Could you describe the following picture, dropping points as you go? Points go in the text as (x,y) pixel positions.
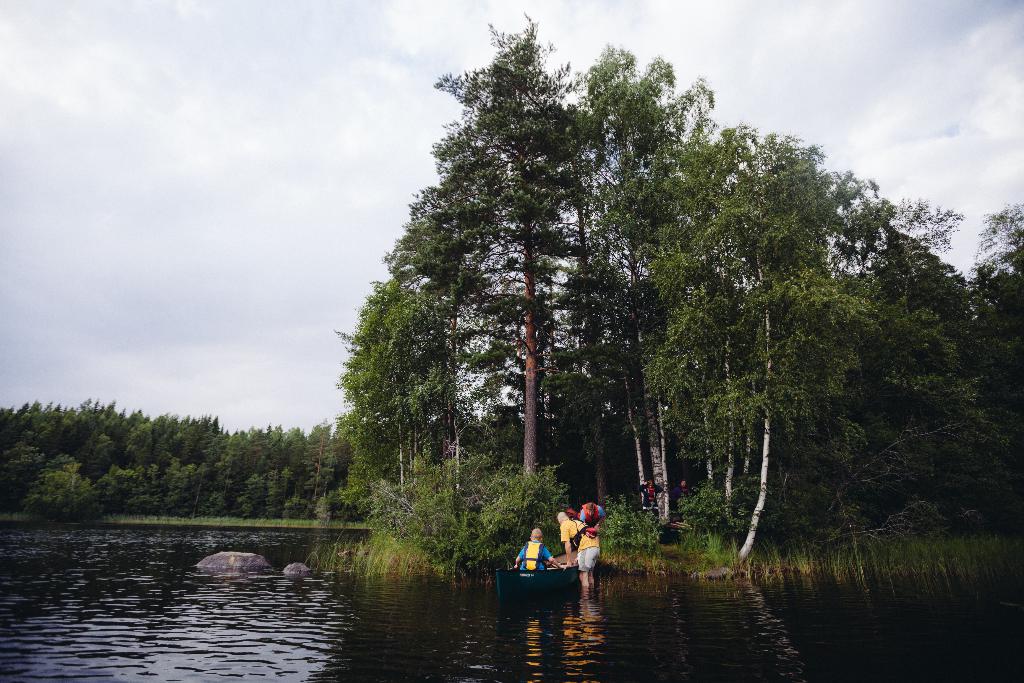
In this image there is a canal (599,664), on that there is a boat (537,580), in that boat (534,573) there is a person (537,569) sitting, beside the boat (573,573) there is a man (589,568) standing, in the background (573,490) there are trees (684,389) and the sky (989,213).
